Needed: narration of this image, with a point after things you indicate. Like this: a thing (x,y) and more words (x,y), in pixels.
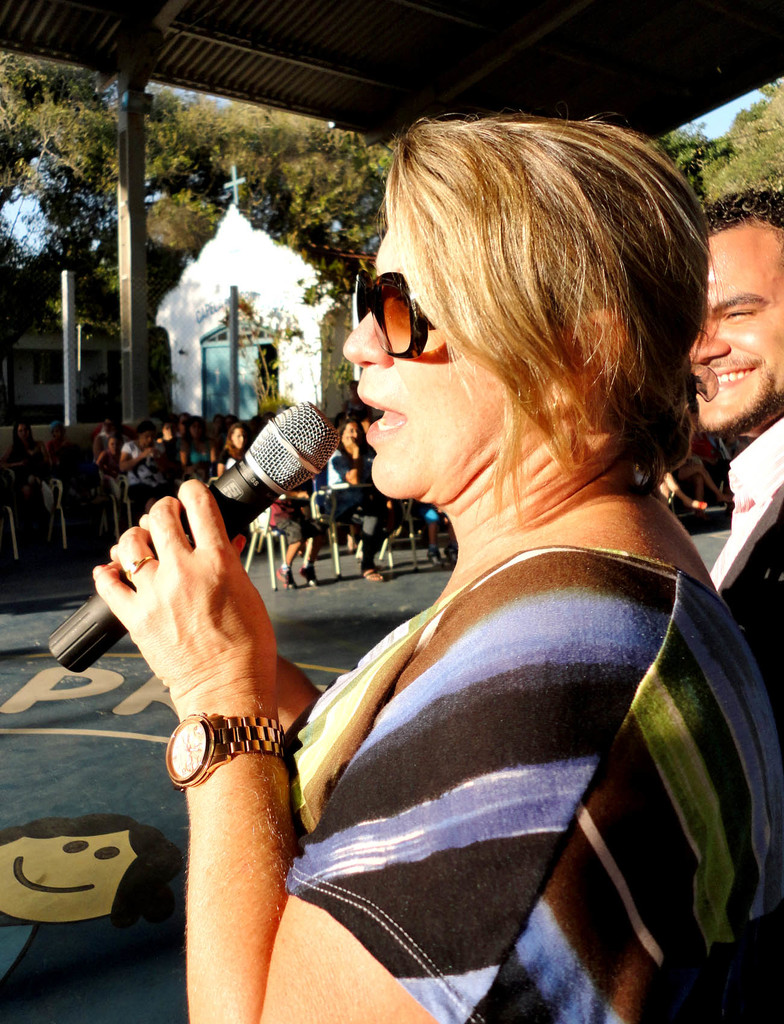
In this image we can see a woman (642,798) is speaking, and holding a micro phone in the hands (187,563), and at beside a person (739,258) is standing, and in front a group of people (295,507) are sitting on the chair (270,510), and here are the trees (191,173).
